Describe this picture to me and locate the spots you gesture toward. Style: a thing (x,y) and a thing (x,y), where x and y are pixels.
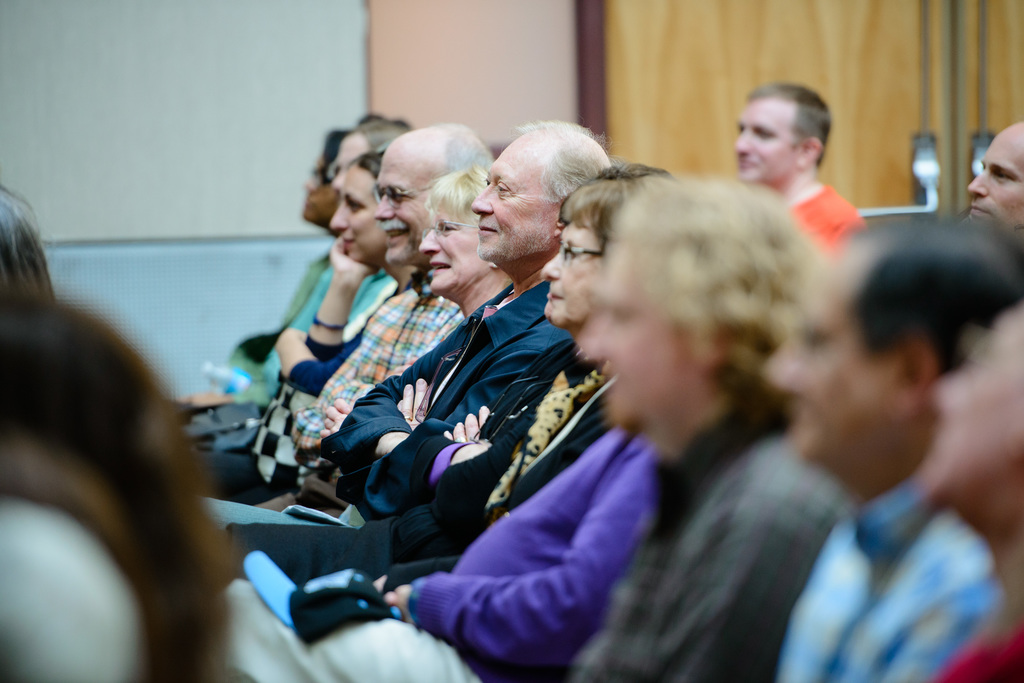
In this picture we can see some people (759,500) sitting here, we can see a water bottle (231,385) here, in the background (248,84) there is a wall (147,97).
